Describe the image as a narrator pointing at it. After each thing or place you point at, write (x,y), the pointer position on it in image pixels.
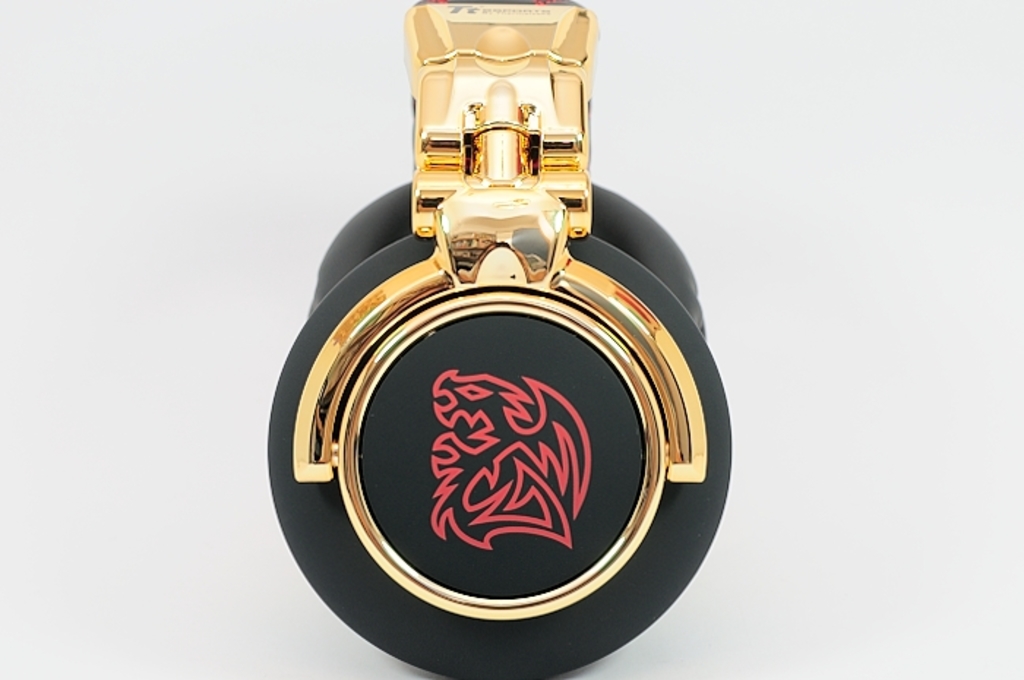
Here I can see a black color object (286,398). On this I can see a metal object (495,197). The background is in white color.
